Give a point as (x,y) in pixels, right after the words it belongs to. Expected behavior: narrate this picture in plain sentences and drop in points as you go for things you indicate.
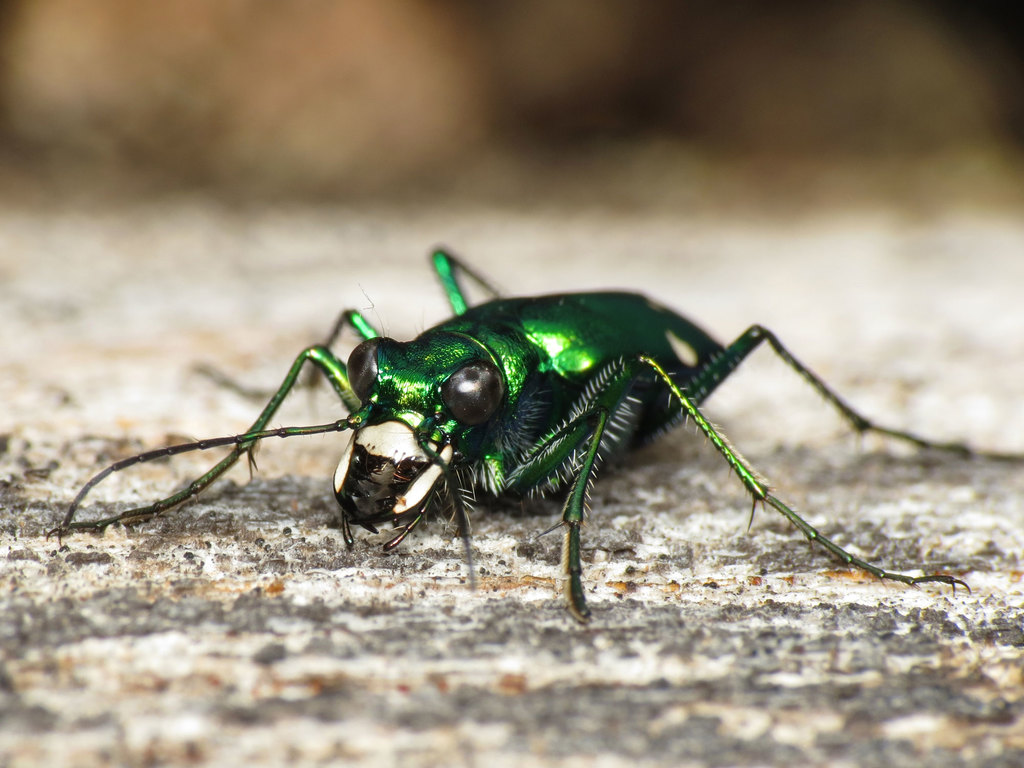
In this picture, we can see an insect (479,422) on the ground (277,331), and we can see the blurred background (75,114).
